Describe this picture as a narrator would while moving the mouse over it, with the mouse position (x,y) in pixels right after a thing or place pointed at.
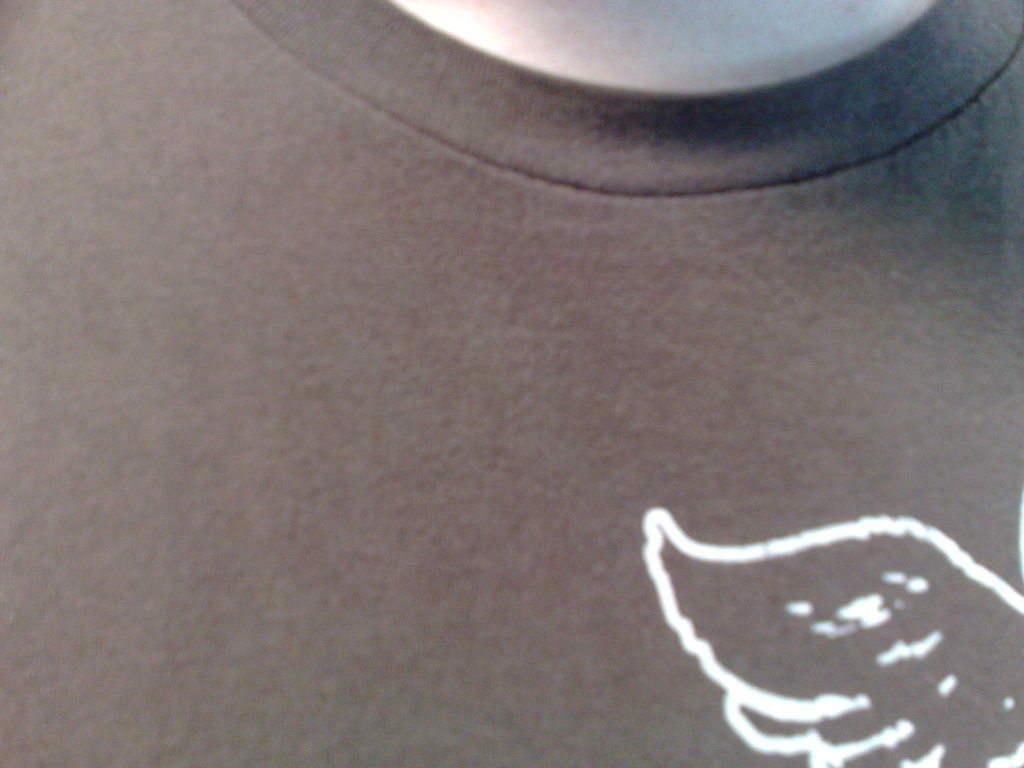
In this image there is a painting (749,607) in the white color of the object (207,393).
